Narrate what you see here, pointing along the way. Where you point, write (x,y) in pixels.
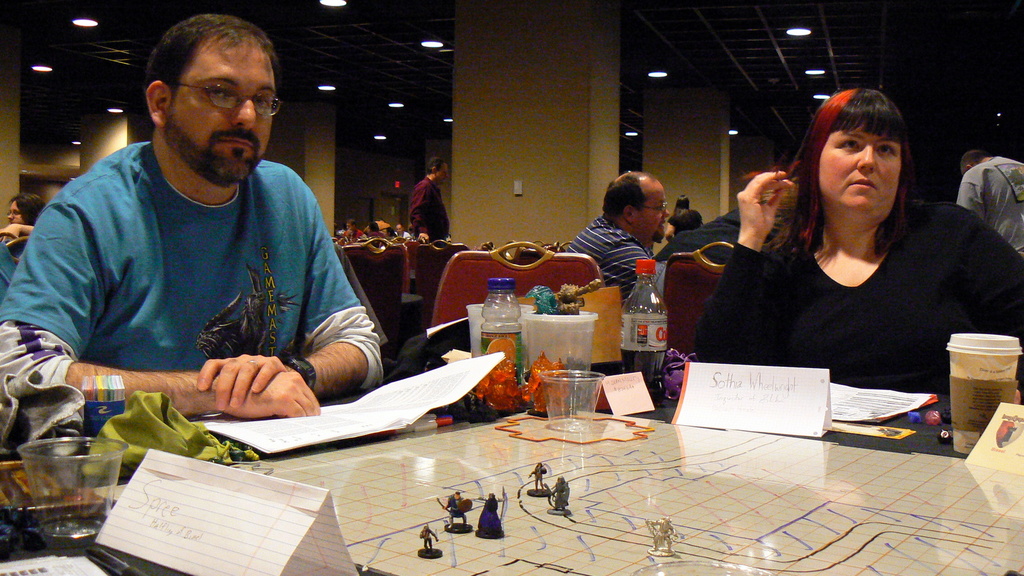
A man (232,280) and woman (846,348) are sitting at a table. There is map like game (715,504) on the table (465,471). There are glasses (78,486), bottles (658,371) and few other items (575,358) on the table (371,537). There are some other people (647,208) sitting behind them. There are lights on to the roof (337,24).
